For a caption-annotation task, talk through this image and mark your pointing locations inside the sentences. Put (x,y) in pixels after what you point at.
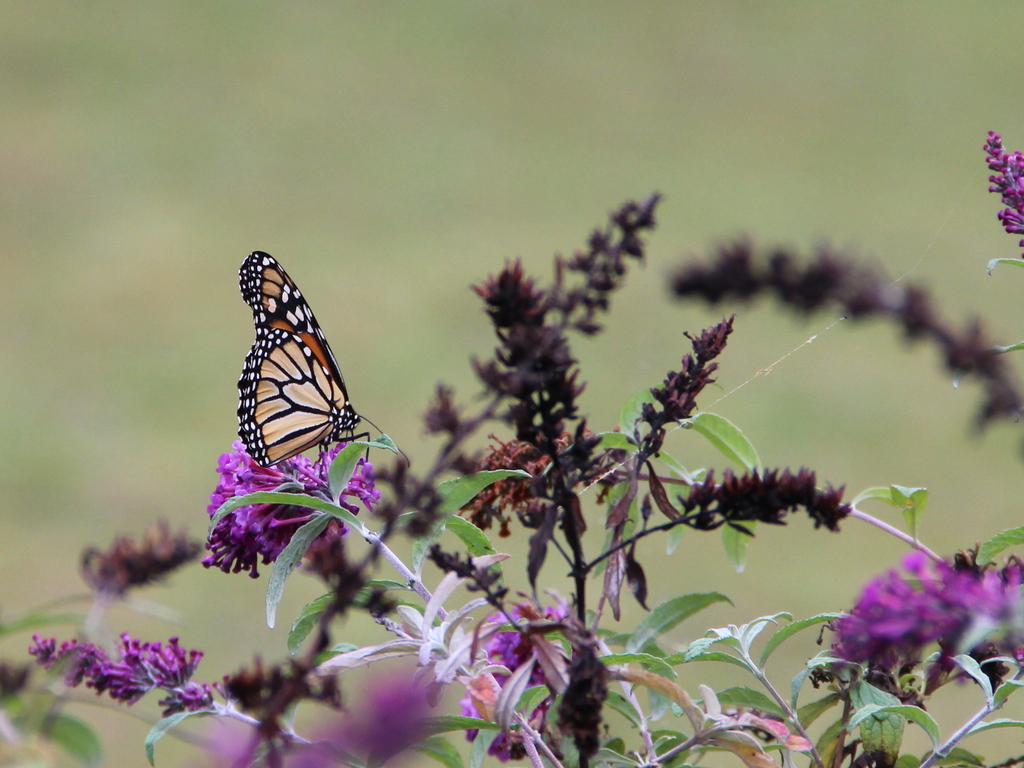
In this image we can see some flowers (246,670) on the plants (312,610) and also we can see a butterfly (329,432) on the plant (636,202).
